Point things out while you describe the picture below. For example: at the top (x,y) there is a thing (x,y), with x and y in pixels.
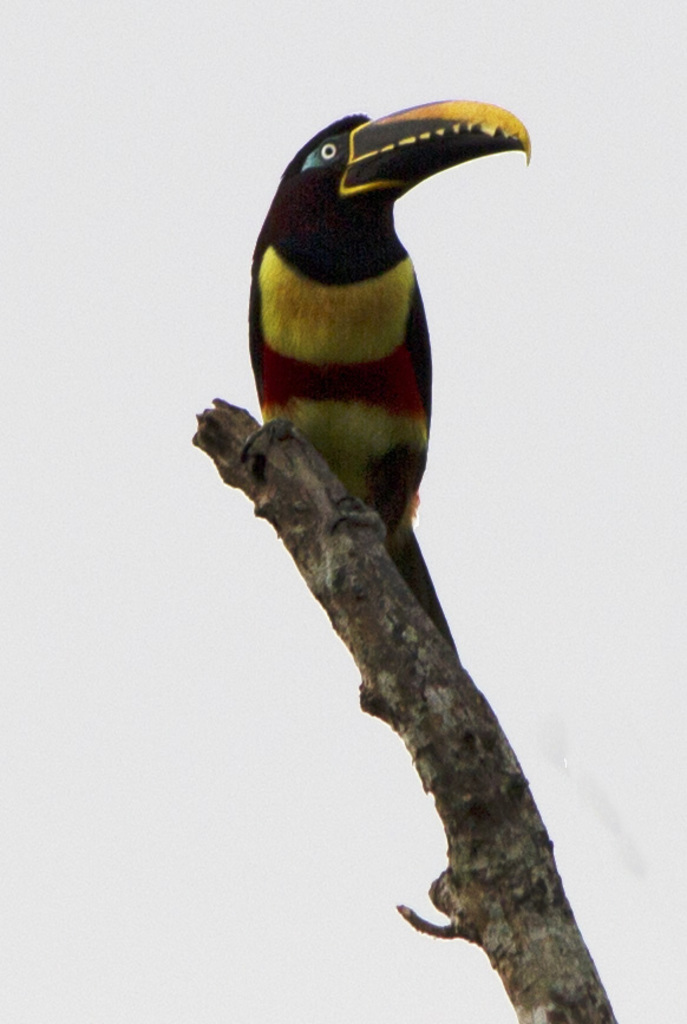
In this image we can see a bird (342,468) on a wooden object (387,654). The background of the image (237,624) is white.
